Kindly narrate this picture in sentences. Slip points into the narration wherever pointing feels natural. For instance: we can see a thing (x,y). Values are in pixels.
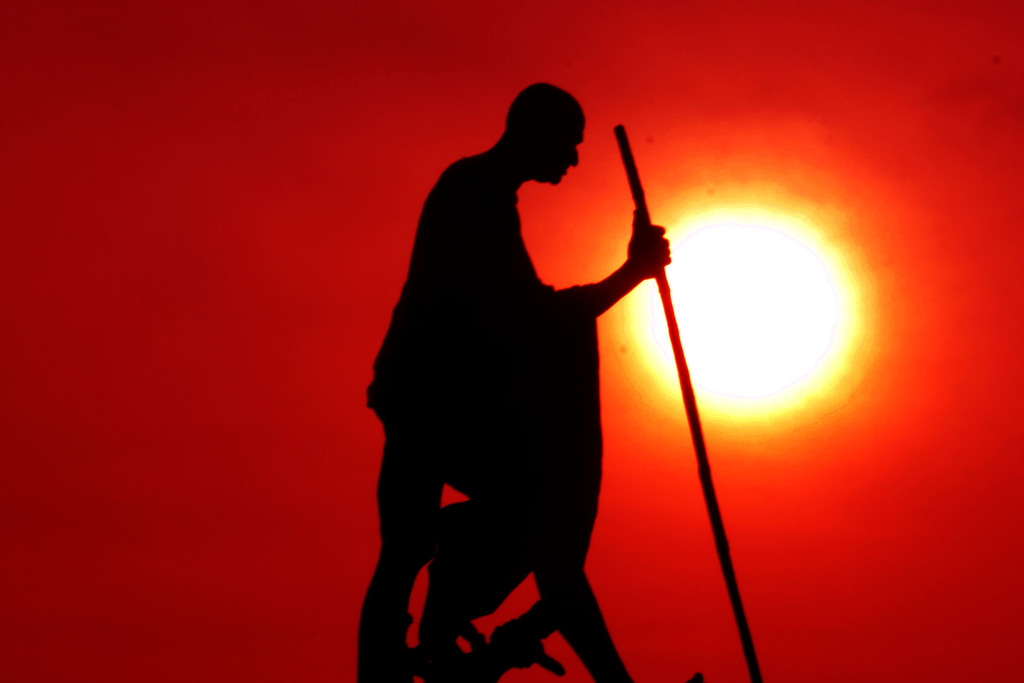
In this picture we can see a person (504,408), he is holding a stick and in the background (209,251) we can see sky (312,406), sun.
